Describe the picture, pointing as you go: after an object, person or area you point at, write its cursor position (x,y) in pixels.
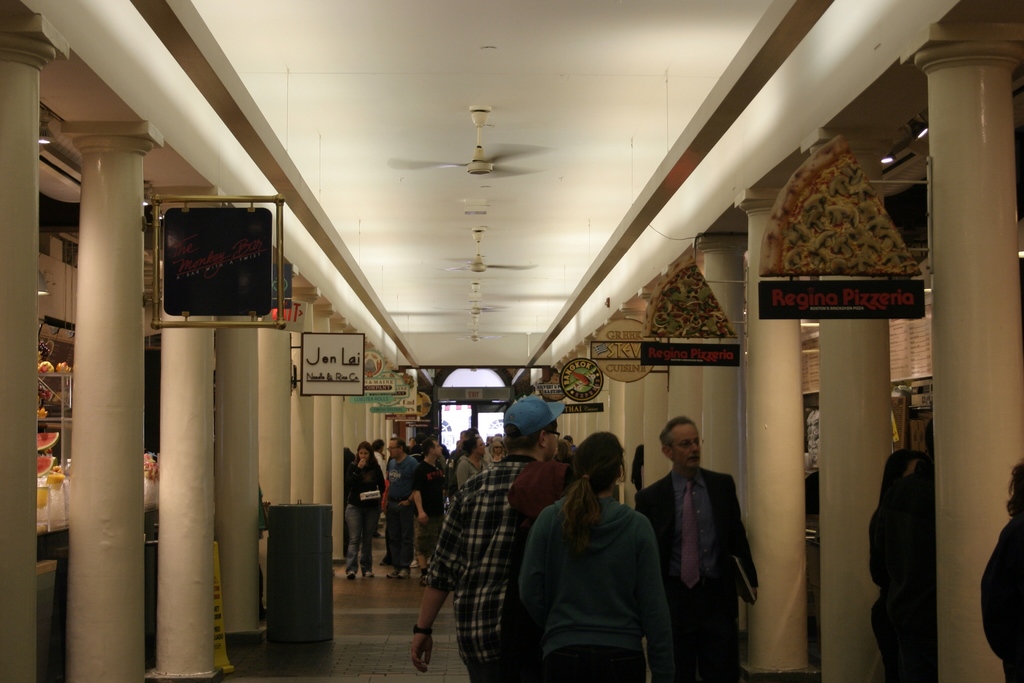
In this image we can see people (514,536) walking and there are pillars (846,455). We can see boards (257,252). On the left (285,546) there is a bin (316,593) and there are racks (65,438).
